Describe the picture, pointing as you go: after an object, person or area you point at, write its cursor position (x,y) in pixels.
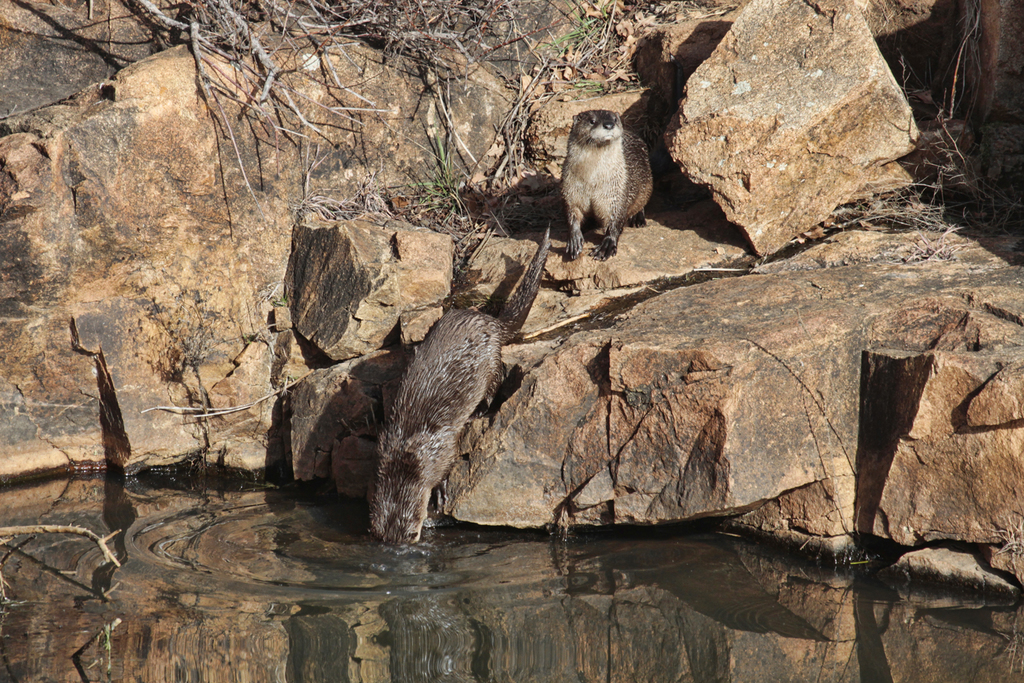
In this image, we can see animals (610,156) on the hill (455,255). There is a lake (449,555) at the bottom of the image (387,613).
